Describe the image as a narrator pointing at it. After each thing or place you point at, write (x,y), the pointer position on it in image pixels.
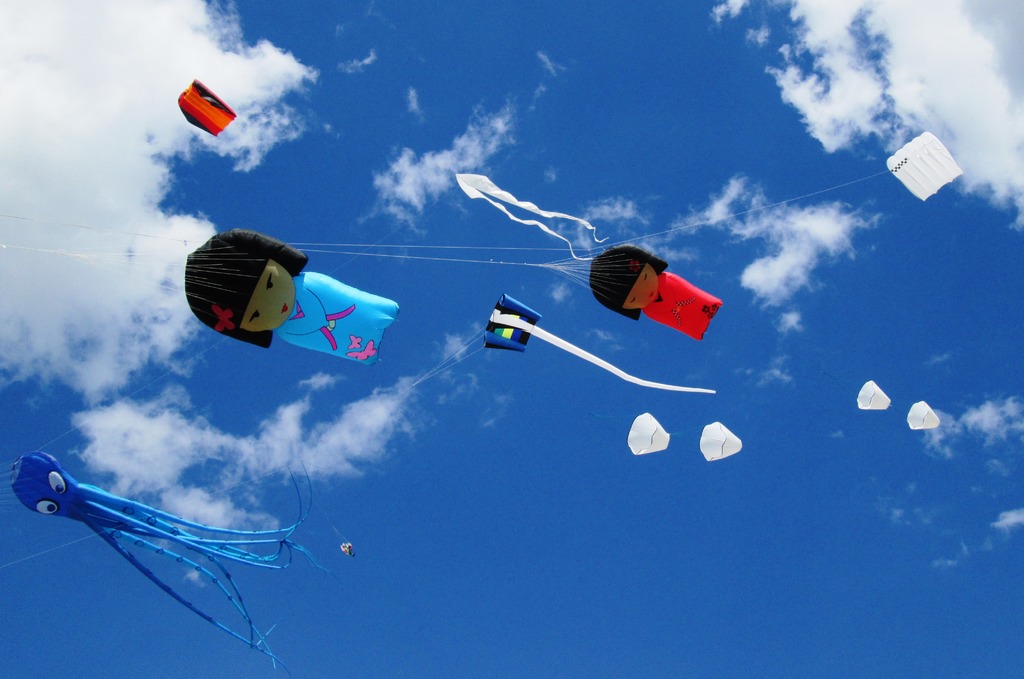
In this image, we can see some kites (280,296) with threads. We can also see the sky (535,283) with clouds (59,293).
